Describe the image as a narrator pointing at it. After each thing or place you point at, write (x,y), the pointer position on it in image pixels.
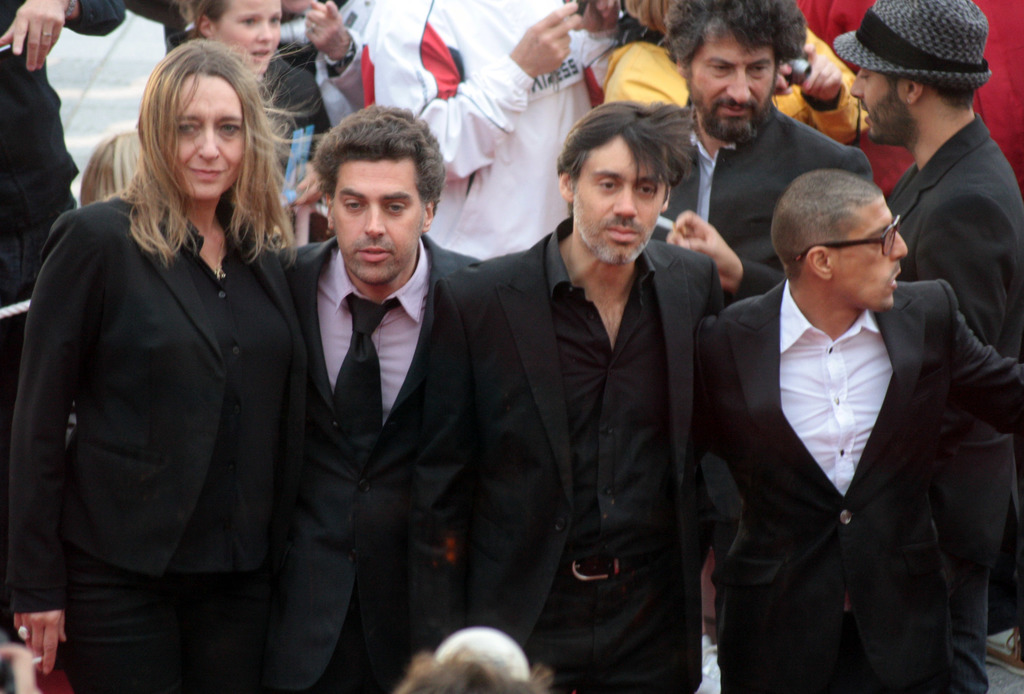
This image consists of many people (876,349). In the front (876,349), the persons (329,416) are wearing black dress (300,455) and standing.
